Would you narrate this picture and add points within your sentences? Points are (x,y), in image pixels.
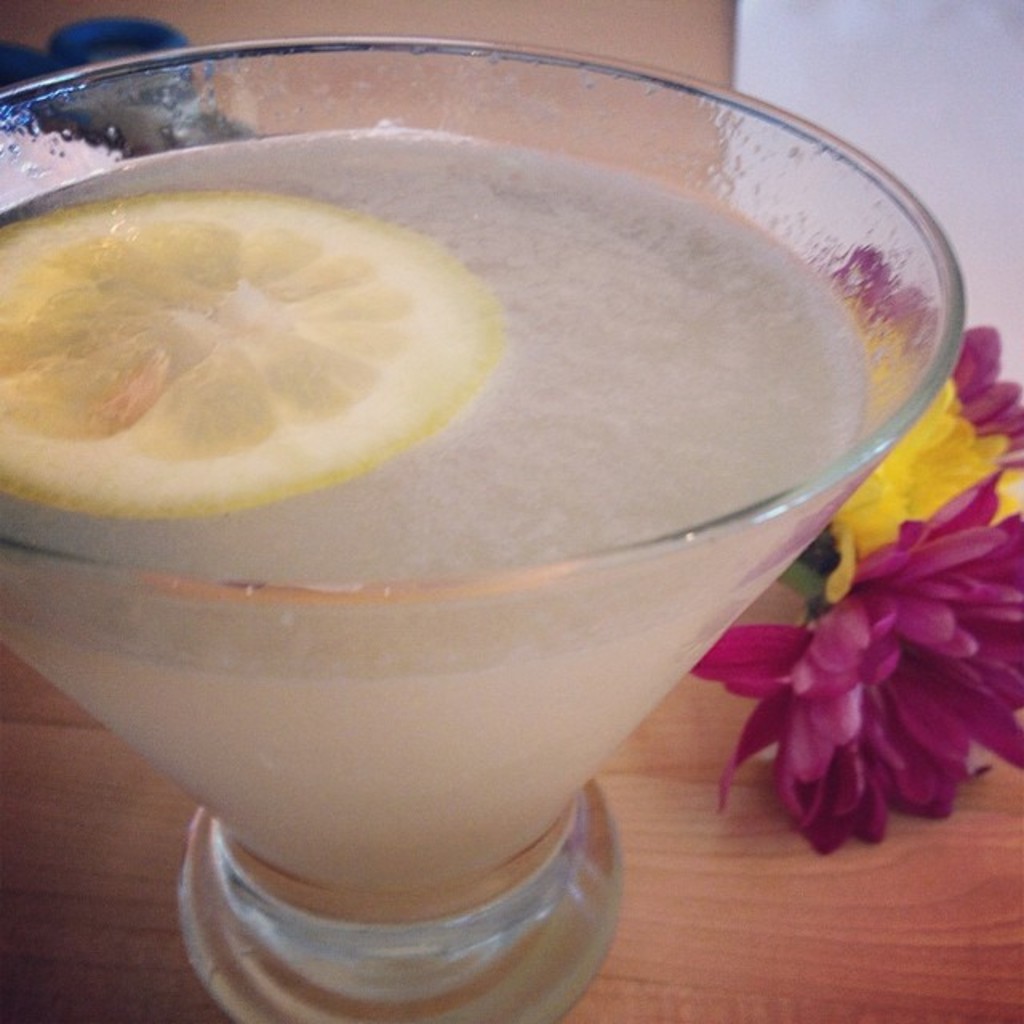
In this image, we can see a glass (148,579) with liquid (360,510) and lemon piece (182,329) is placed on the wooden surface (964,930). Right side of the image (891,753), we can see few flowers (908,577). Top of the image (907,84), there is a paper (858,81) and scissors (85,95).
